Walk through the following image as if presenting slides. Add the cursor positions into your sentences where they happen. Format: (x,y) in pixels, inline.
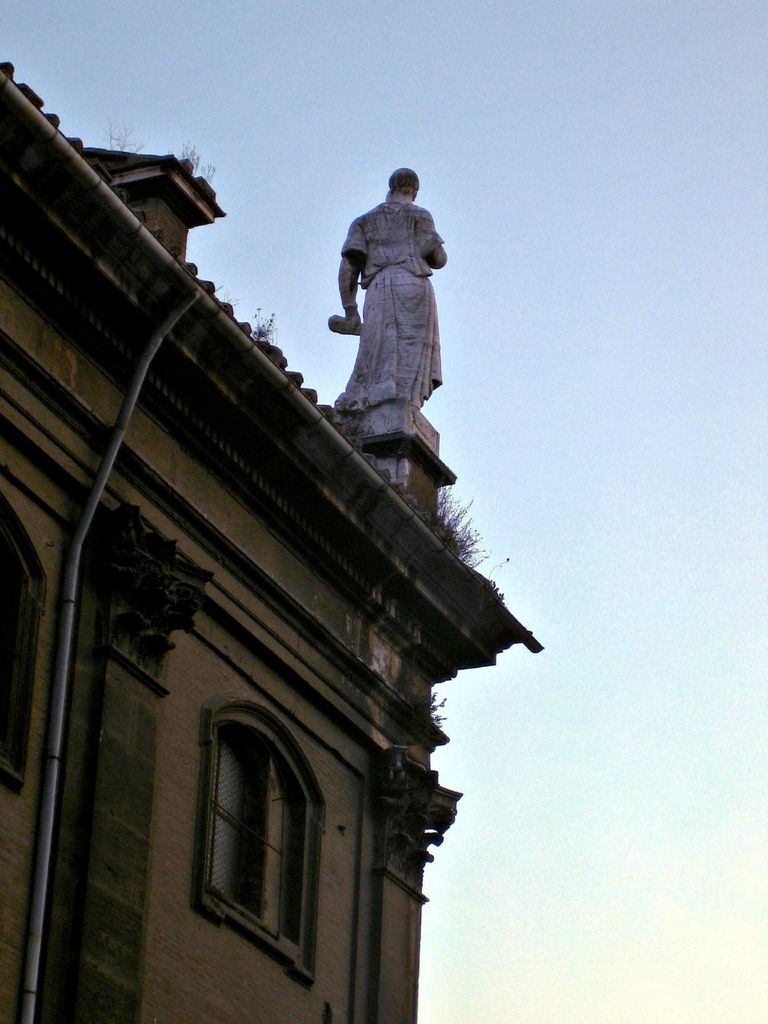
In this image on the left side (153,504) there is one building (265,511) and on the building (278,466) there is one statue (388,338), and also there is one pipe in the background (477,316) there is sky (559,812).
